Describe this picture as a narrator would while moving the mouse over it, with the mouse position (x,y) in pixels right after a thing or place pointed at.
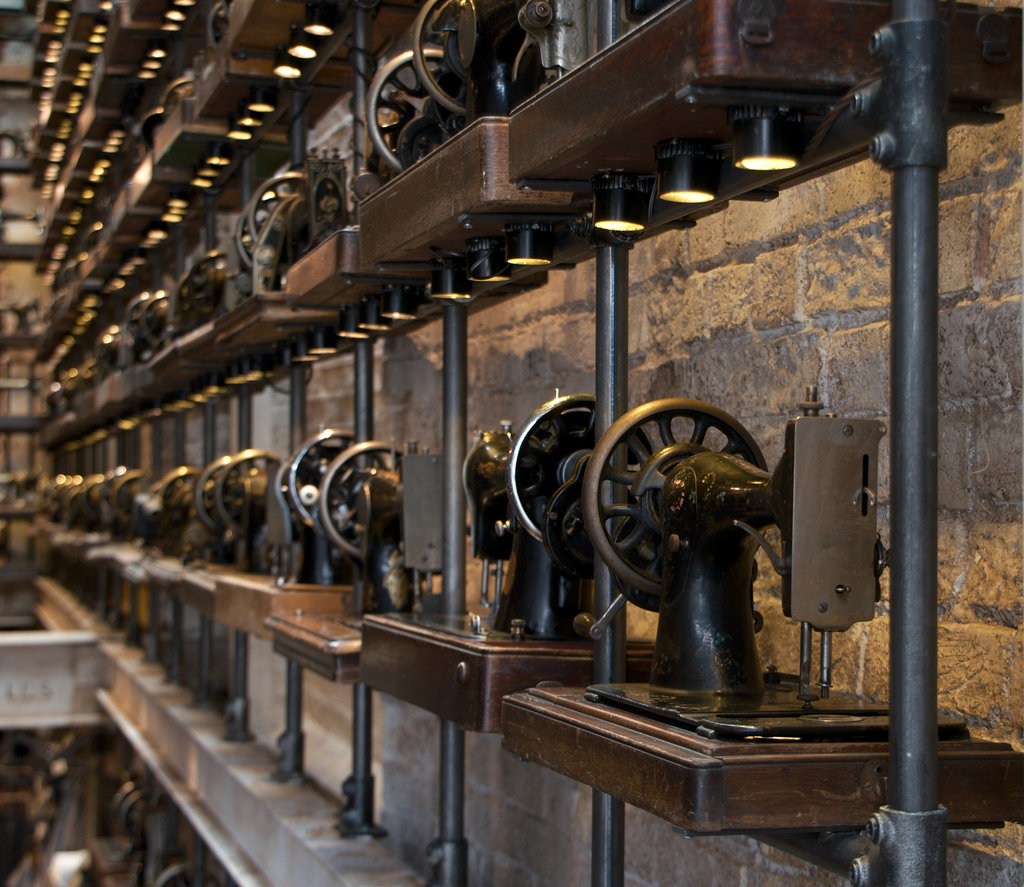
This image consists of many sewing machines (648,690) arranged in a line to the rods (617,260). And there are lights (640,228), at the bottom of each machine (309,488).
